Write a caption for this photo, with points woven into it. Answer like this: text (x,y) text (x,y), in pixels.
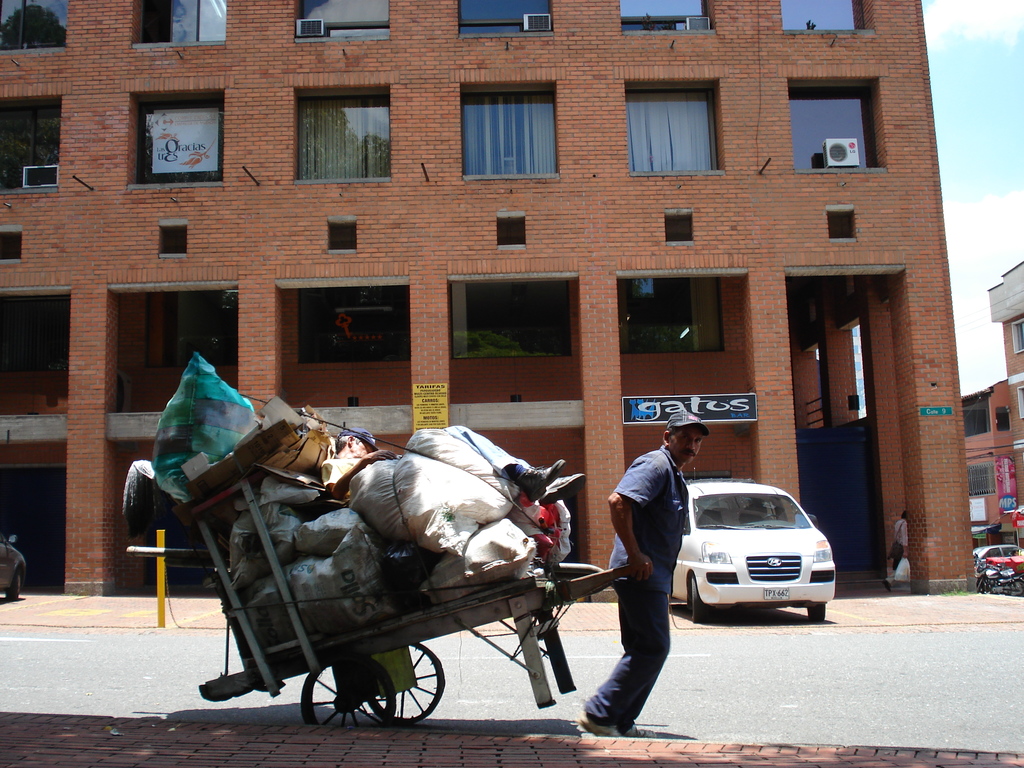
In this image, we can see a person (668,520) wearing clothes (675,559) and pulling a handcart (526,583). There is a car (739,595) in front of the building (552,167). There is a sky (962,180) in the top right of the image (965,69).
